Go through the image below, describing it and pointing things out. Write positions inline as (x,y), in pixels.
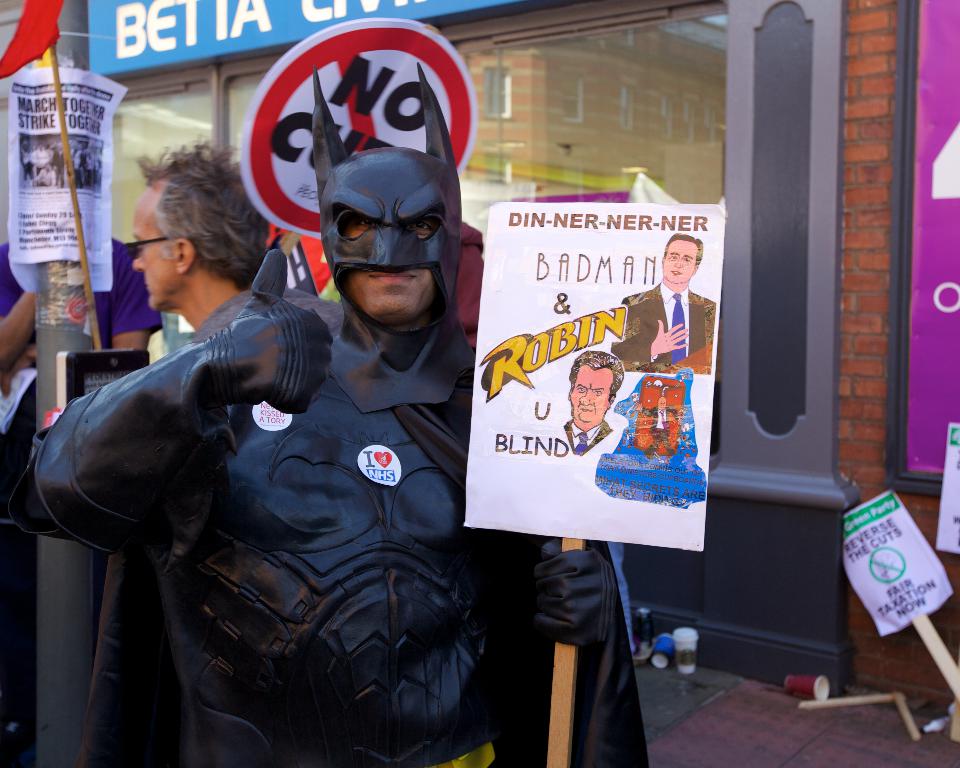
In the foreground of this image (329,592), there is a man (377,394) in batman costume (392,528) and holding a placard (591,488). On the right (879,515), there are two placards (918,538) leaning to the wall (846,474), few objects (906,705) like glasses (818,678) and sticks (888,693) on the floor (777,713). In the background (225,254), there are persons (218,239) standing, placard (252,127), a flag (35,17), pole (70,275), poster (40,194), banner (290,16) and the glass wall (586,113).
